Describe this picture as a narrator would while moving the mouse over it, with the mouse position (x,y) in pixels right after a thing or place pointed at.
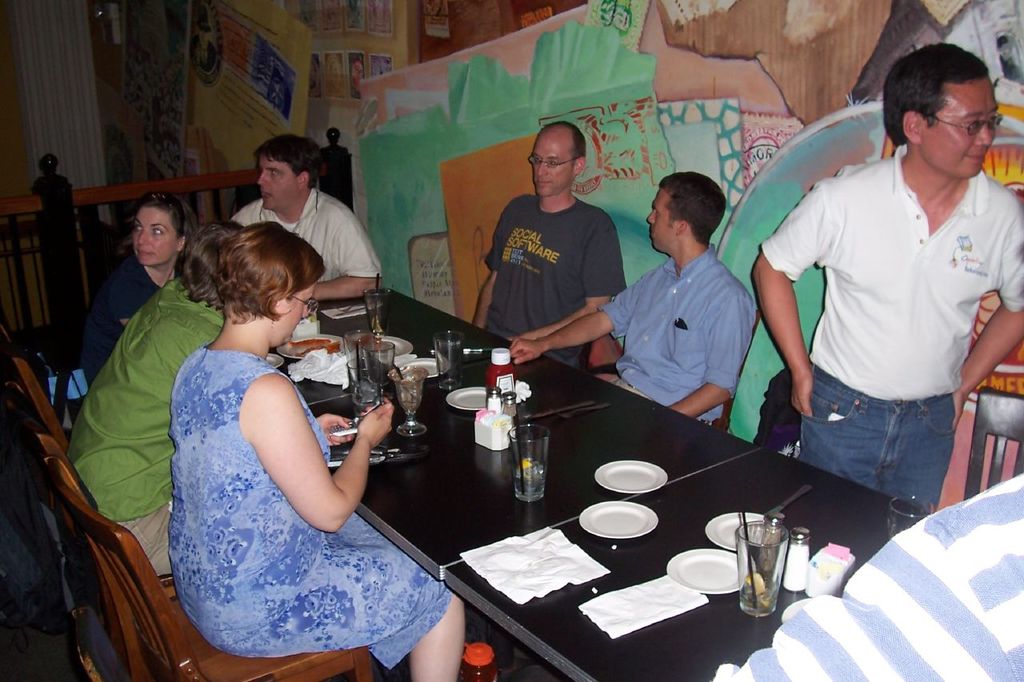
This is a picture consist of a group of persons (960,185). And left side (290,176) there are the four persons (272,189) sitting on the chair (148,581), right side (899,295) a person (869,236) standing and wearing a white shirt (906,284), his smiling, back side of him there is a wall (650,69), on the wall (705,147) there is a art (489,56) visible, in front of the persons (351,295) there is a table (400,491) with black color and there are the glasses (519,470), plates (451,398) and tissues (562,576) kept on the table (577,626).
